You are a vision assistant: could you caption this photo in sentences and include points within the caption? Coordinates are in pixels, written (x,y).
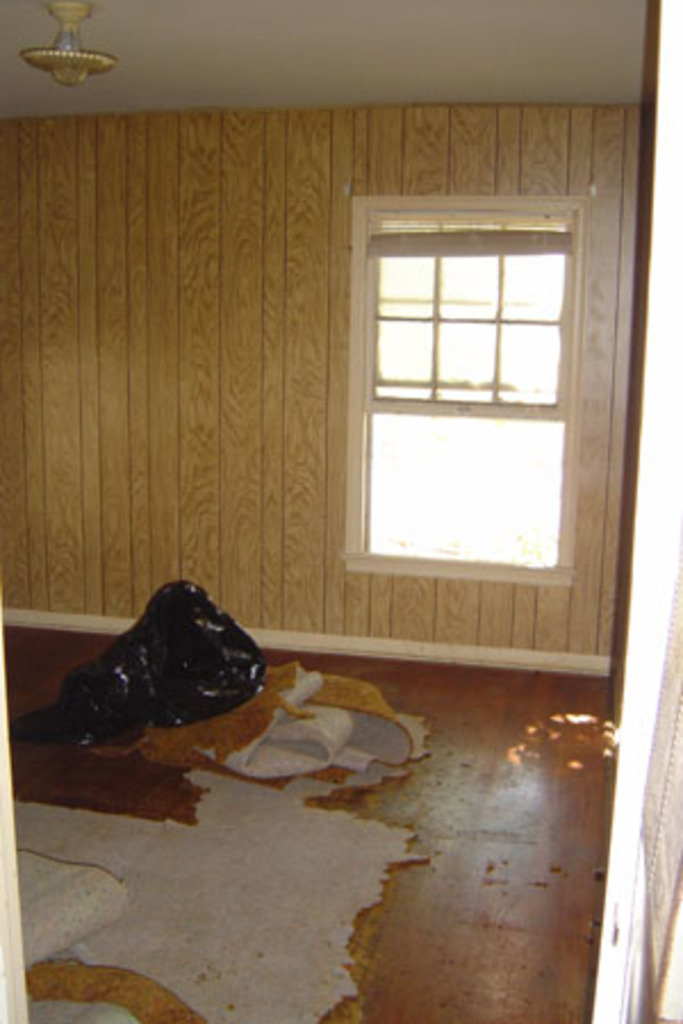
In this image I can see on the right side (480,540) there is a glass window (561,313), at the bottom (175,900) there is the floor mat (168,908). At the top (108,56) it looks like a light (42,64).
